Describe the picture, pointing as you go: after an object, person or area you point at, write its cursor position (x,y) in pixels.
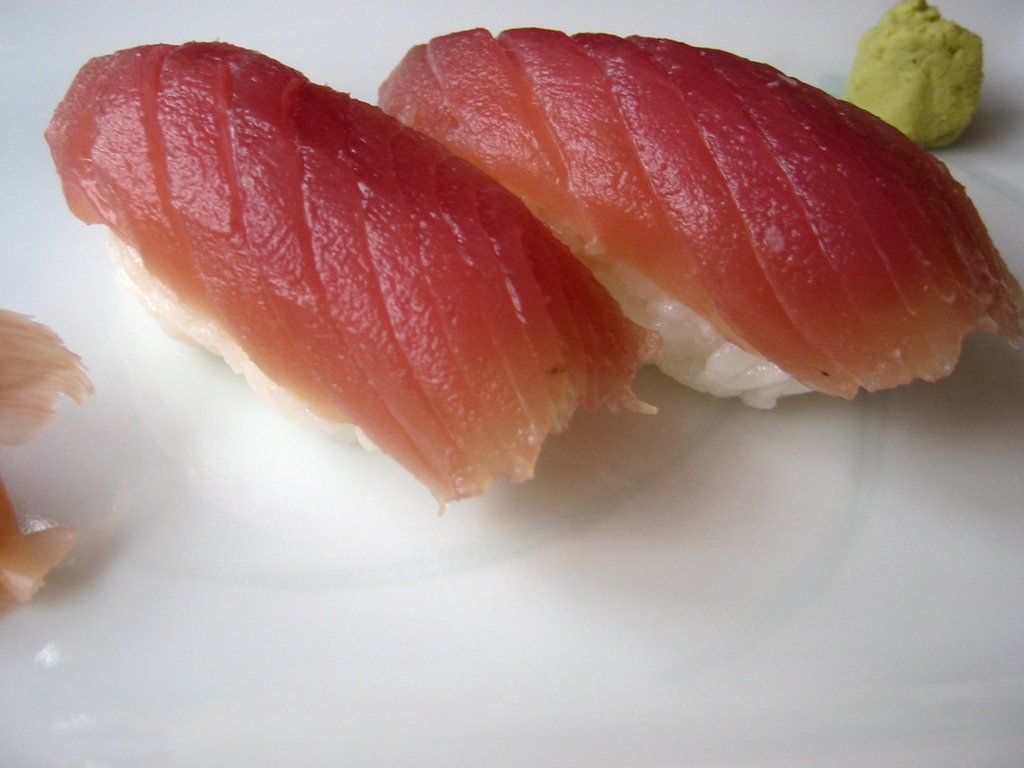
In the center of the image (440,306) there is food (845,162) placed on plate (366,564).
